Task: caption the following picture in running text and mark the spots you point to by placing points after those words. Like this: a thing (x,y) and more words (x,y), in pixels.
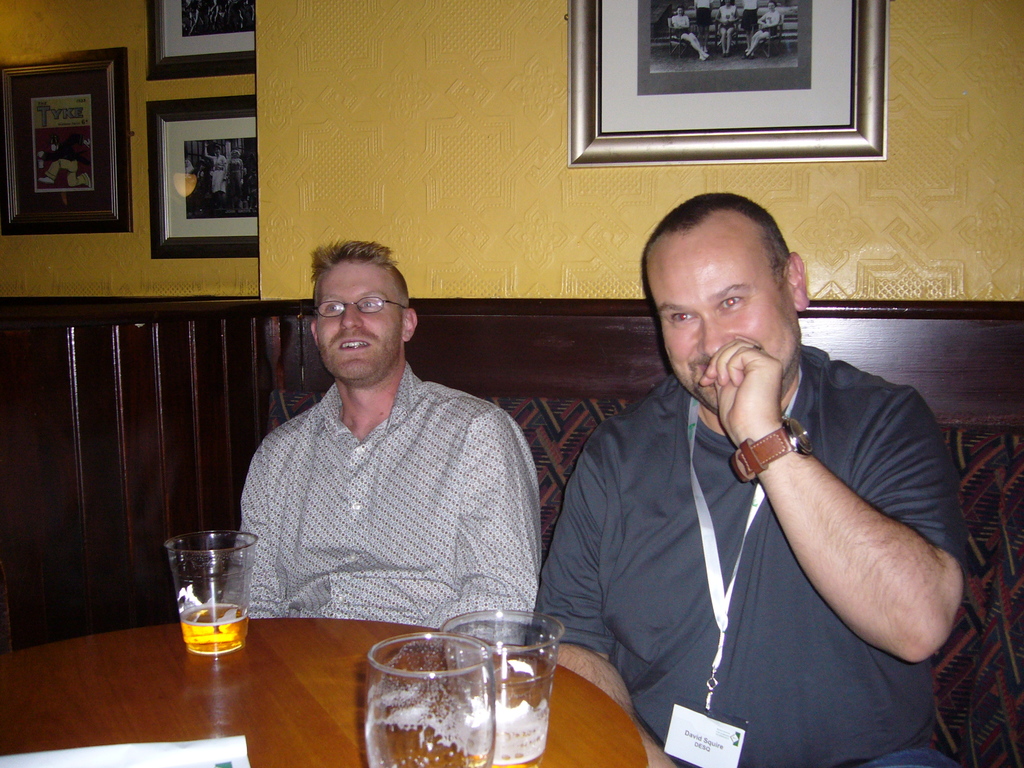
In this picture we can see two men (531,540) are sitting in front of a table (602,749), we can see glasses (369,734) of drinks (442,746) and a paper (213,753) present on the table (336,705), in the background (410,353) there is a wall (419,186), we can see photo frames (203,75) on the wall (146,88).
